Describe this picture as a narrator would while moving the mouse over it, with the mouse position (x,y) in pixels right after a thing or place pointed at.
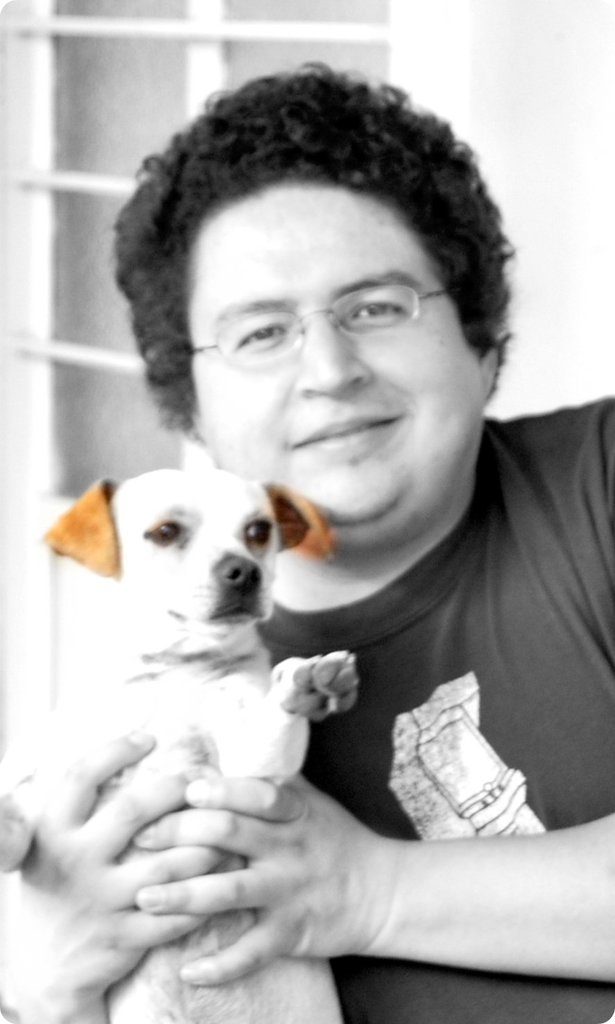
this is a black and white image. Here there is a man (449,653) and a dog (209,649) this man (427,478) is holding the dog (218,662) with his hands (272,822), the man (323,340) is wearing spectacles (393,325) he is also wearing a t-shirt (521,671). He is on the right side of the image (452,539) and the dog (223,712) is on the left side of the image (195,702) behind him there is something like window (83,45).
